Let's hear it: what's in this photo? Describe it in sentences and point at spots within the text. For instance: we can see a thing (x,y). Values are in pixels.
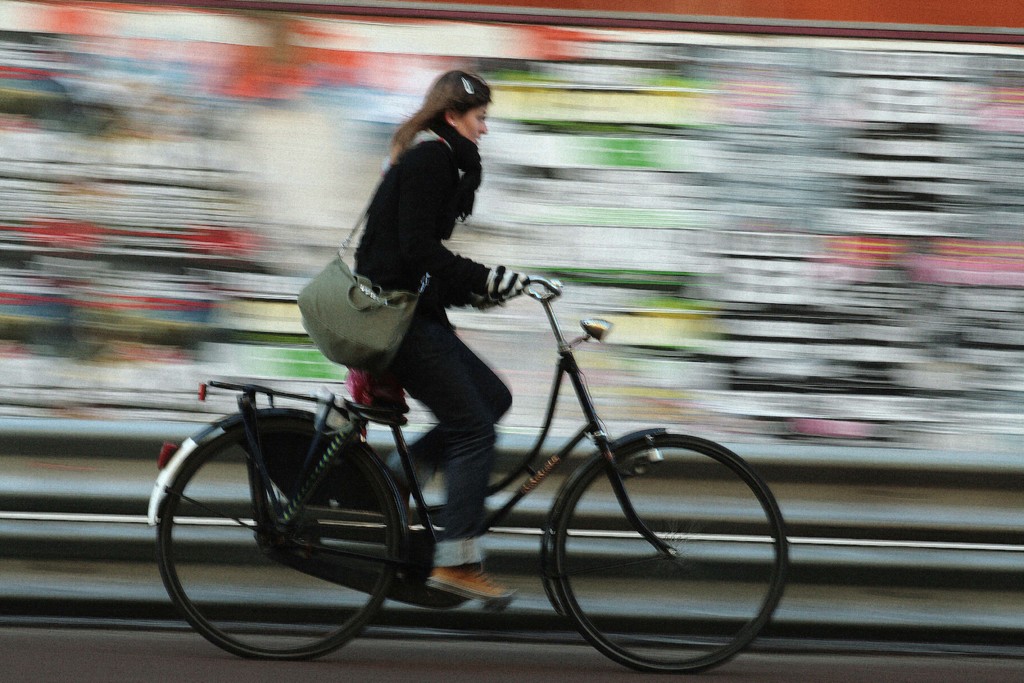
In this picture there is a girl (480,394) at the center of the image (465,397) who is riding a bicycle (172,461) and there is a hand bag (351,233) with the girl (411,156).
